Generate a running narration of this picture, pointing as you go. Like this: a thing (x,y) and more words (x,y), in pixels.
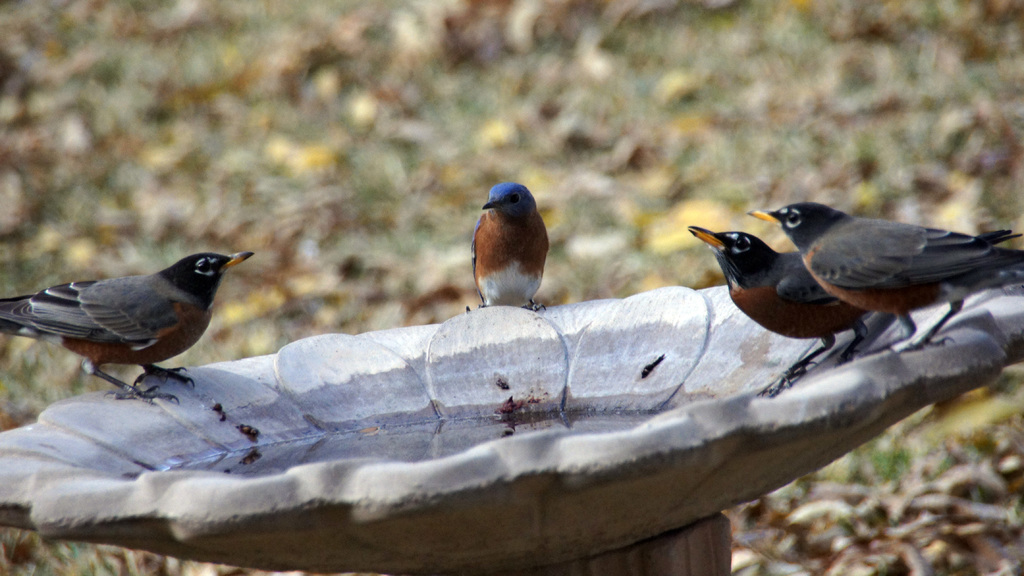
In this image we can see some birds (822,305) on the surface (690,410), we can also see water (384,454). In the background (934,54), we can see dried leaves (965,54) and grass (965,54).
